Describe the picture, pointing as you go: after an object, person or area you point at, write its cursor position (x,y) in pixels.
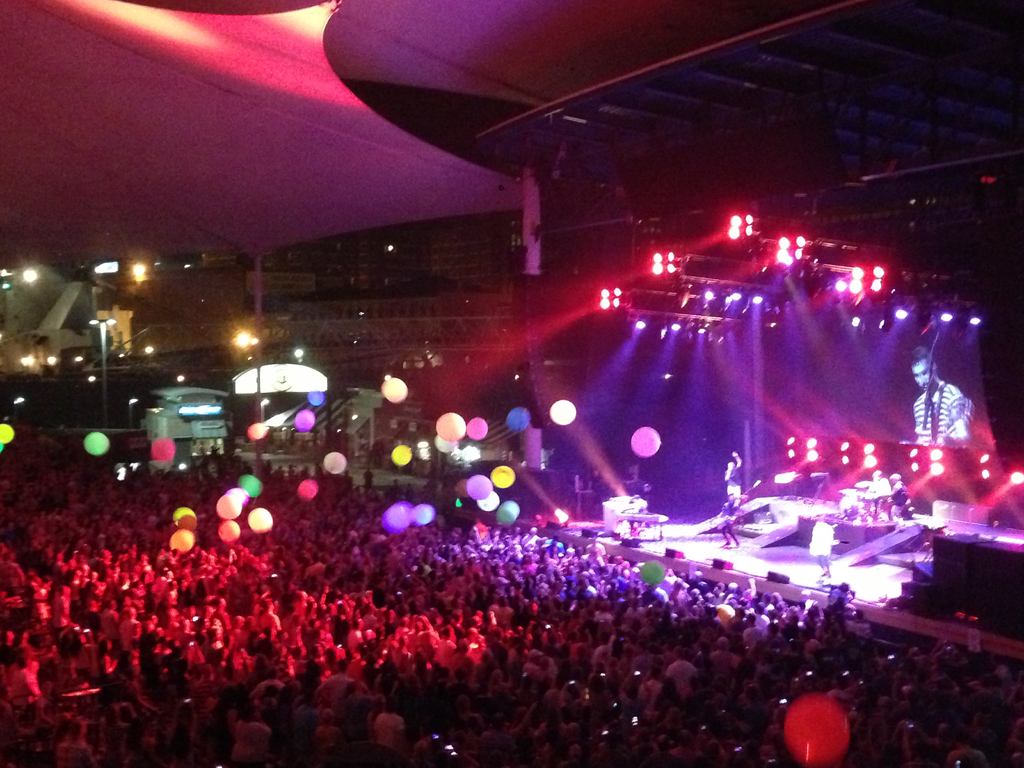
This picture is clicked inside. On the left (234,568) we can see the group of people (485,609) and balls (459,419). On the right (900,494) we can see the group of people (741,498) seems to be playing musical instruments (853,501). In the background (929,391) there is a projector screen (943,398), focusing lights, metal rods (844,269), roof (480,60) and many other objects (966,526).
